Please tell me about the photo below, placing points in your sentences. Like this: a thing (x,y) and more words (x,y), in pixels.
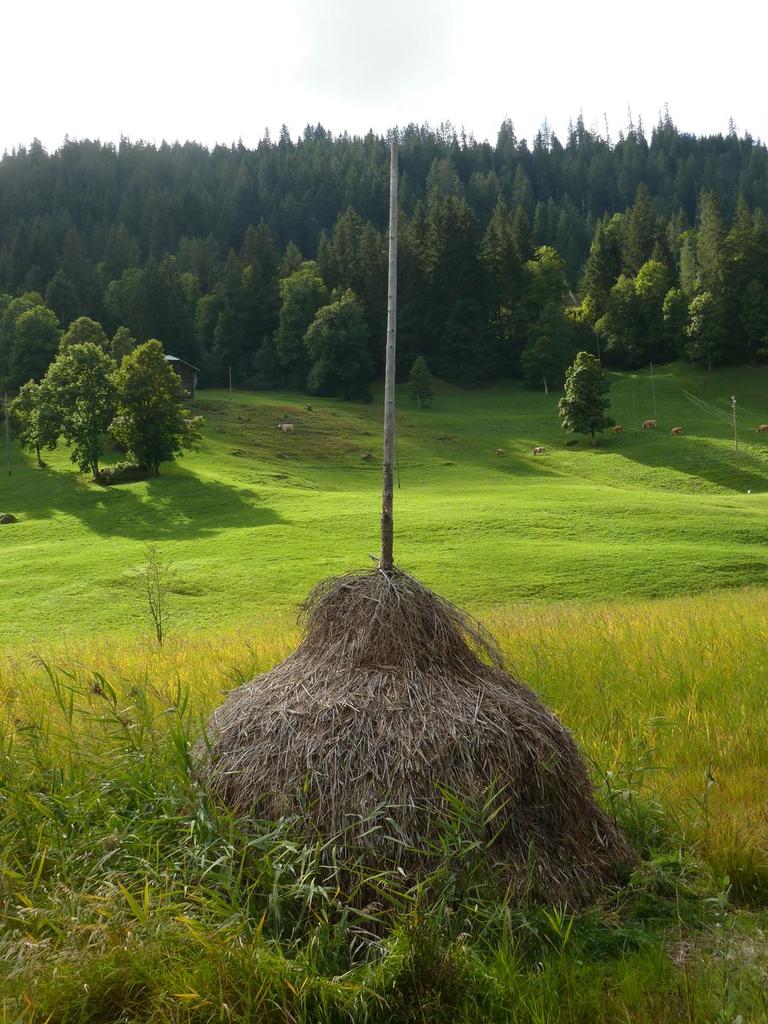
The picture is clicked in a field (64,932). In the foreground of the picture (128,698) there are plants (187,826), grass (64,714), dry grass (392,628) and a pole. In the center of the picture (329,455) there are trees (51,450) and grass (293,454). In the background (349,188) there are trees (520,235). Sky (360,69) is sunny.
